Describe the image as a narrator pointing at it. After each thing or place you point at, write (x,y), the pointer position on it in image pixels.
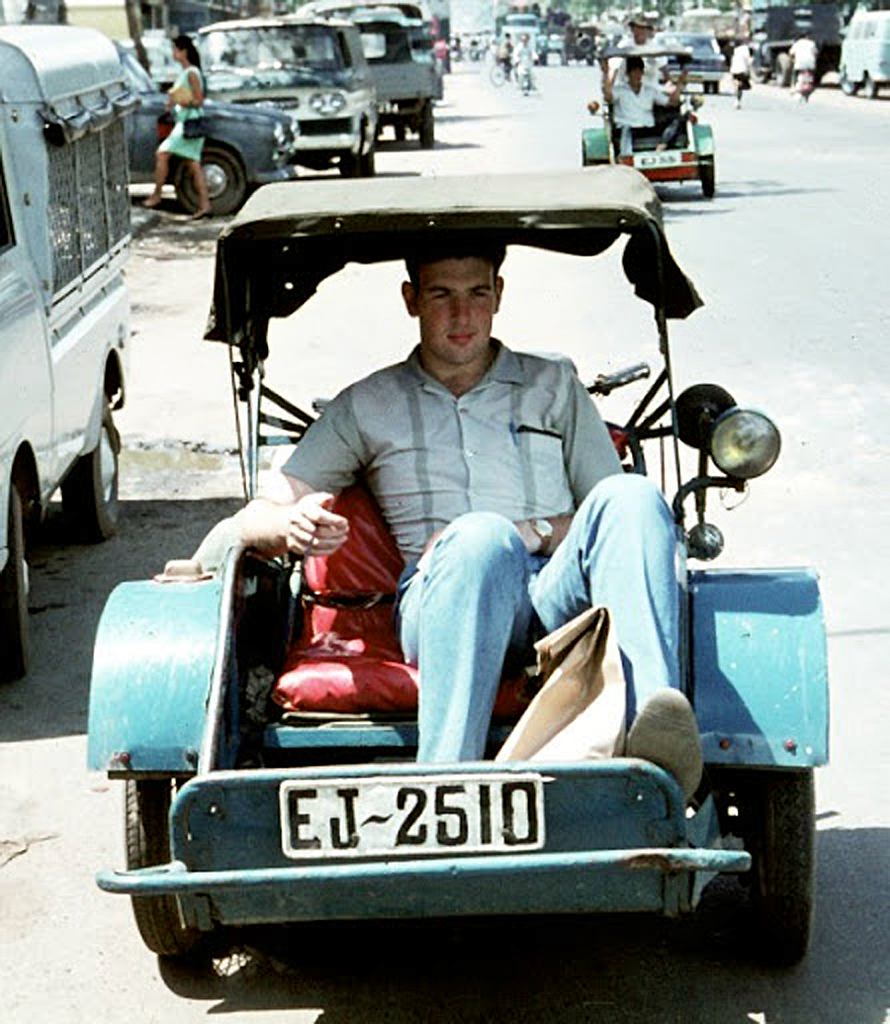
In this image there is road (102,979) towards the bottom of the image (688,981), there are vehicles (882,84) on the road (557,102), there are persons (638,19) sitting on the vehicles (555,221), there is a woman (177,131) walking, she is wearing a bag (200,123), there is a wall (98,15) towards the top of the image (108,9), there is a vehicle registration plate (397,823), there is text (310,846) on the vehicle registration plate (452,808), there is number (439,796) on the vehicle registration plate (418,813), there is an object (588,675) in the vehicle (612,763).
